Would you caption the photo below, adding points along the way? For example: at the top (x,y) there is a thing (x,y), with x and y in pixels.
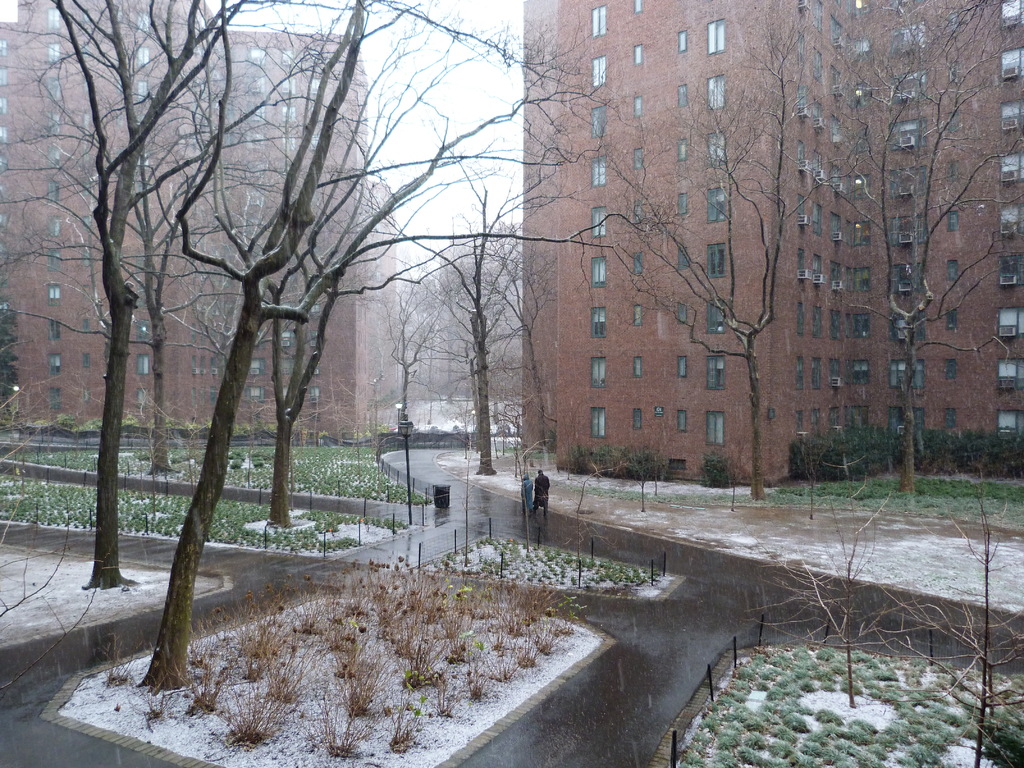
At the bottom of the image (575,729) there are roads (404,462). There are two persons (548,488) walking on the road (451,494). And also on the ground (339,479) there is grass (339,479) and also there are trees (106,210) and fencing (532,536). Behind the trees (105,196) there are buildings (557,120) with walls (570,208) and windows (592,421).
